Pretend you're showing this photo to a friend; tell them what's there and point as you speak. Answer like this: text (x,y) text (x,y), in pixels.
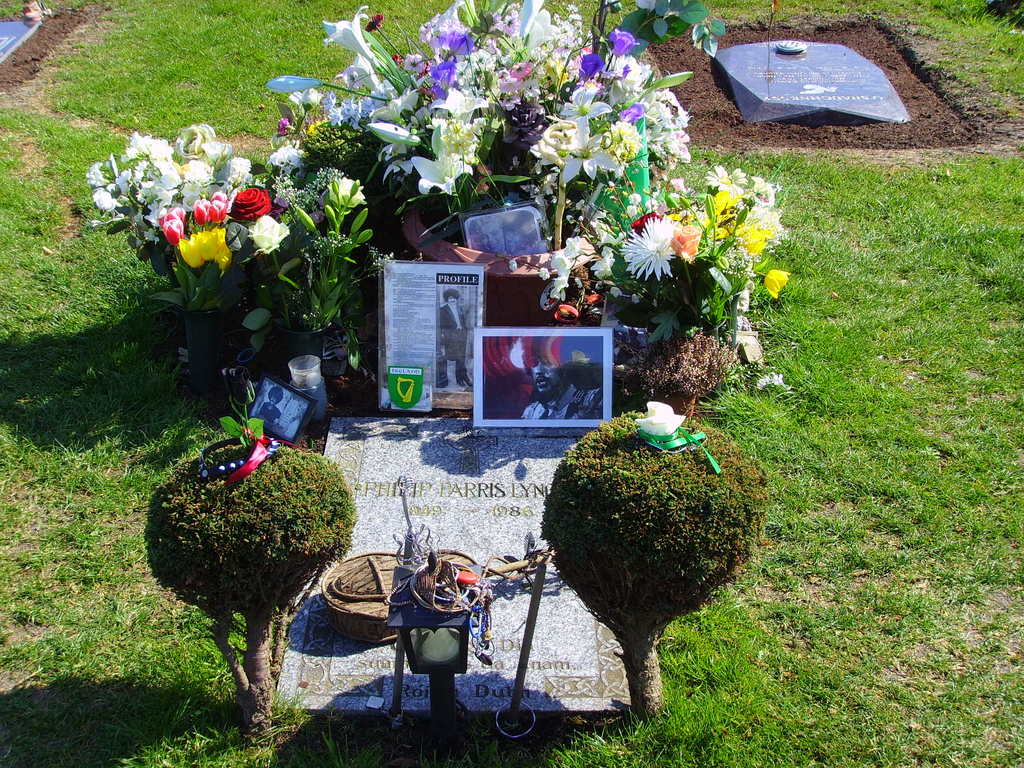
In this picture we can see some flowers (718,235) and photo frames (439,344), placed on the person's grave (343,660). Beside we can see the another grave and grass lawn (40,152).
